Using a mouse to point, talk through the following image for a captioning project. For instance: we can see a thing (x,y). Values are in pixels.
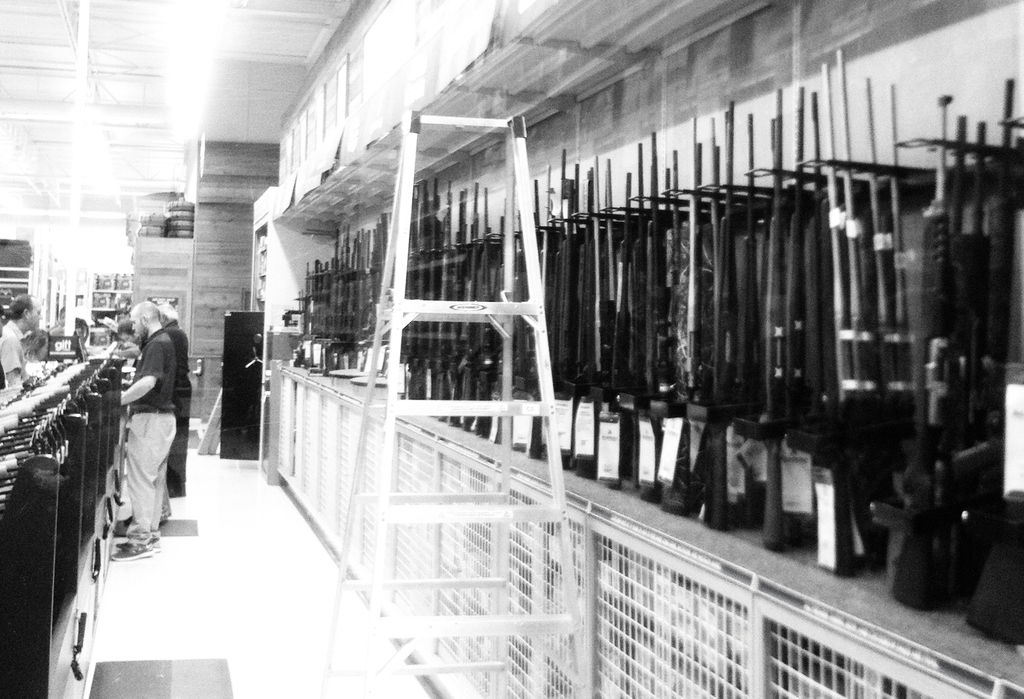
In this image there are a few people (156,360) standing on the floor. In between them there are some objects (114,343). In front of them there is a ladder (509,378). On the right side of the image (826,412) there are some objects (830,390) on the rack (788,624). On top of the image (84,101) there are lights (192,91). In the background of the image (170,237) there are some objects (161,209) on the shelves (289,227).
